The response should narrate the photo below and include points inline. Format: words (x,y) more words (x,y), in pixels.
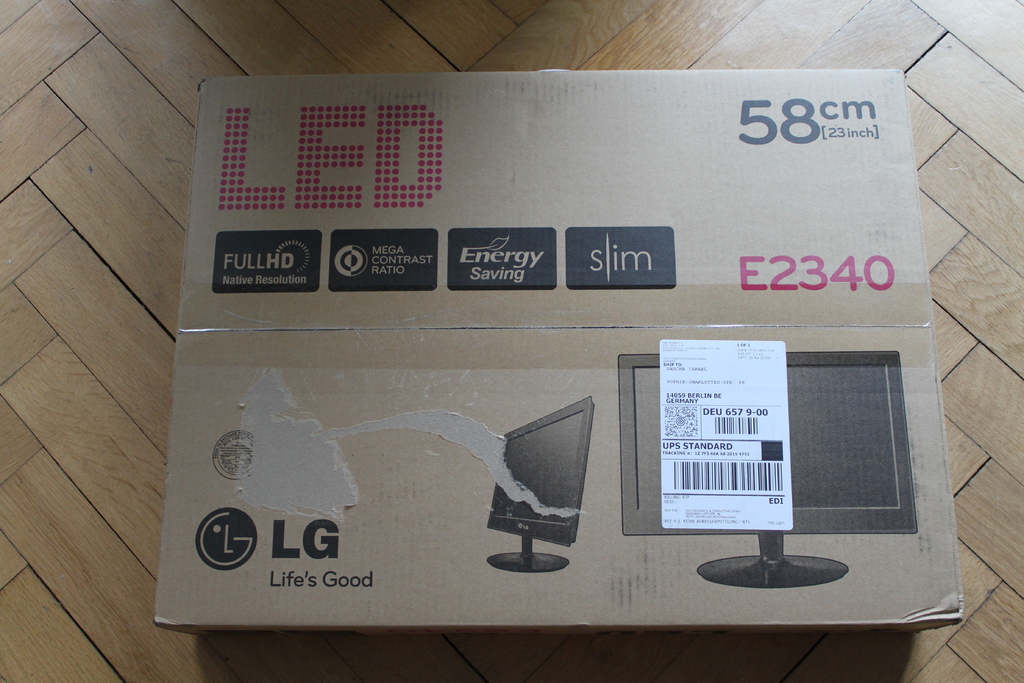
In the foreground of this image (515,367), there is a cardboard box (462,459) on a wooden surface (100,375) and a shipping label (716,439) is pasted on it.
